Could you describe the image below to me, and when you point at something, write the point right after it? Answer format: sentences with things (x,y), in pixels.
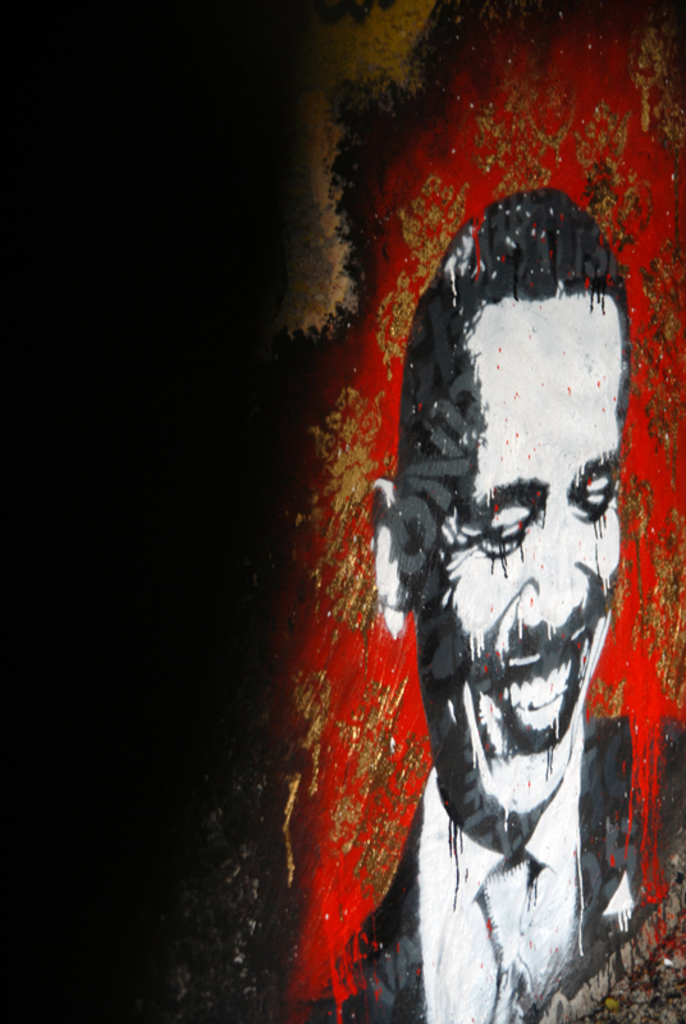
In this image we can see the painting (433,541) of a person (403,542) on the wall (303,463).
